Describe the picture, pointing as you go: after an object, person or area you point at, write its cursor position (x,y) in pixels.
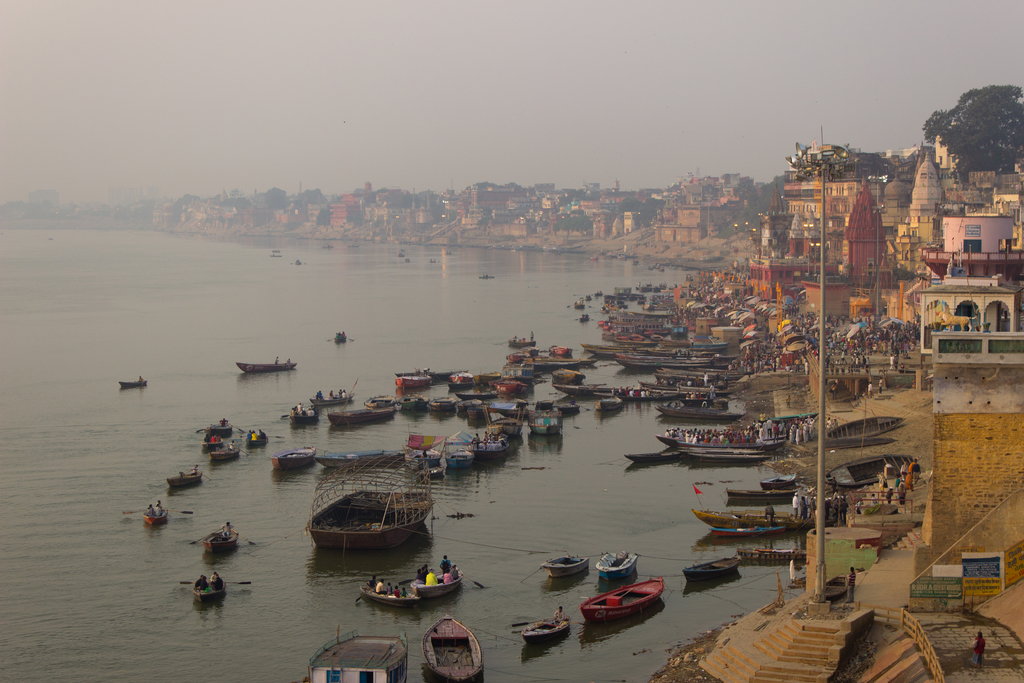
In this image we can see few boats (729,493) on the water (275,437), there are buildings (835,268) and few people (707,434) in the boat (678,443) and few people (747,358) standing near the building (780,268), there is a tree (993,118), an iron rod (821,444) and the sky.
